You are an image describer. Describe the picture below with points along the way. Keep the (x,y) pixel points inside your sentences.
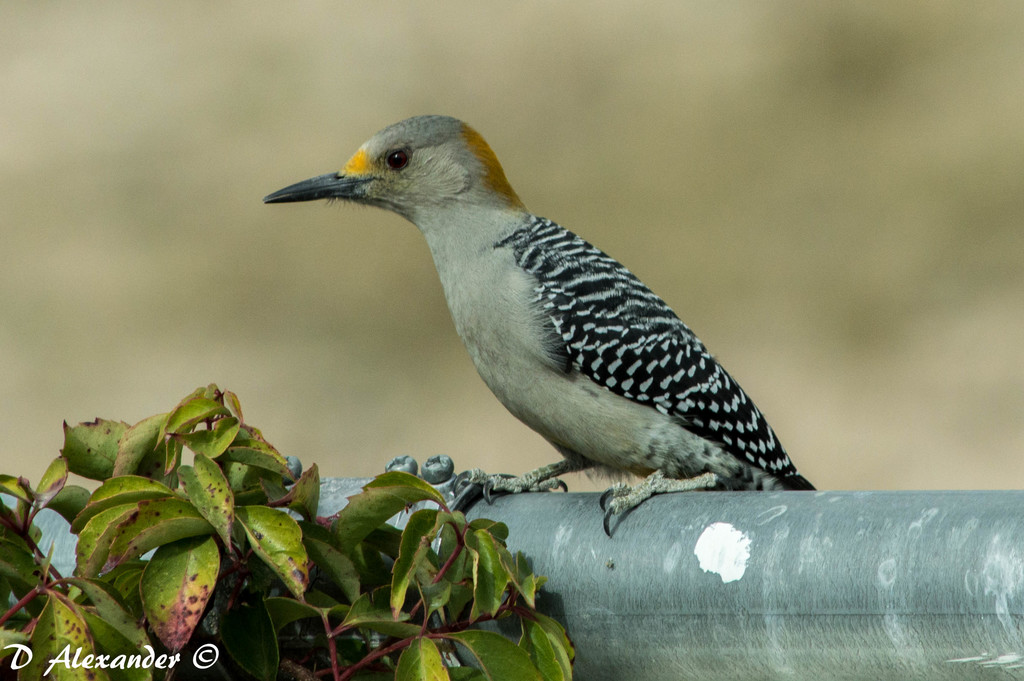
This picture contains a bird (591,355) which is in grey color and it has a long beak (275,196). Beside that, we see a plant (381,535). In the background (693,274), it is blurred.
